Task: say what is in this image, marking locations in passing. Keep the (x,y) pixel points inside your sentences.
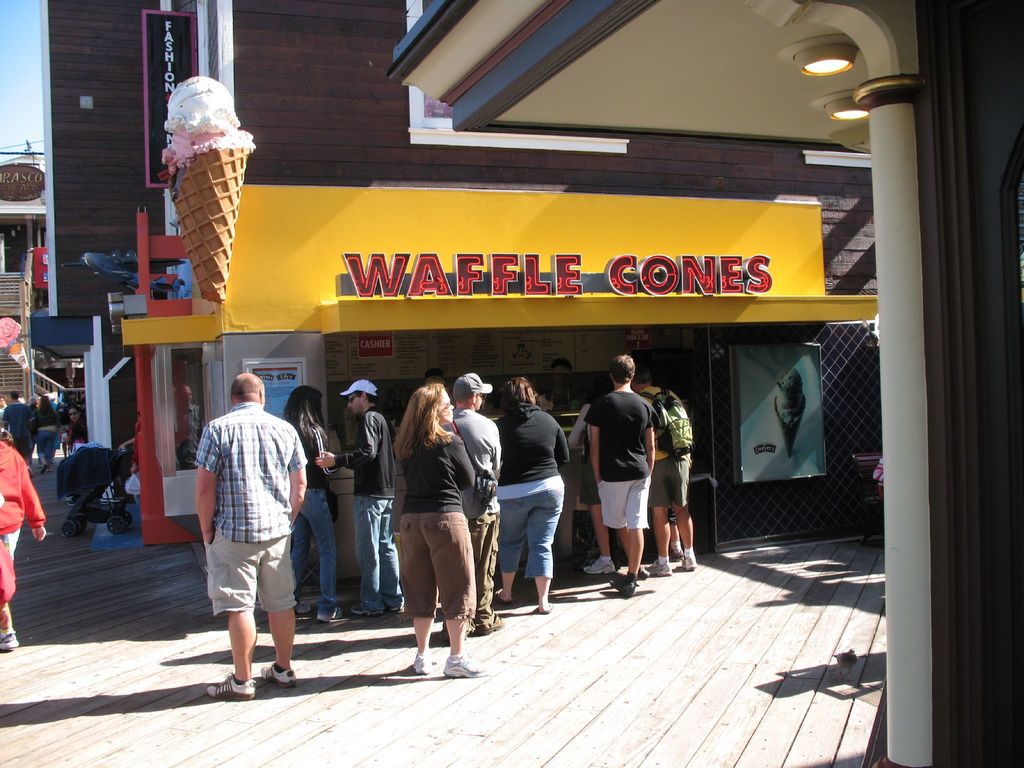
This is an outside view. here I can see few people (270,488) are standing on the road (739,647). In the background (607,259), I can see a building (583,209). On the left side (23,439) there are few people (44,520) walking on the road (54,557) and also I can see a stroller (100,498) someone is holding. On the left top of the image (14,53) I can see the sky (25,71).
